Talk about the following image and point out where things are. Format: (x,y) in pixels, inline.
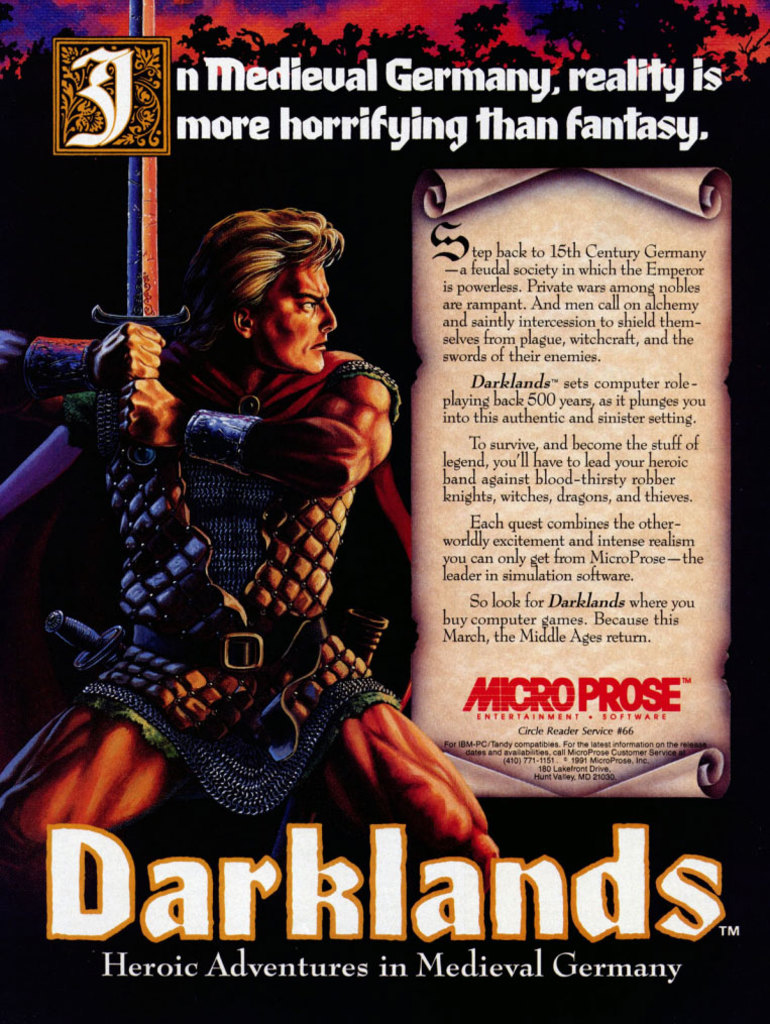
In this image I can see the pamphlet (527,424). In the pamphlet (438,548) I can see the person (167,612) with the costume (121,515) and the weapon (138,316). To the side I can see the text (538,864). In the background (455,94) I can see trees (316,65), cloud (361,18) and the sky (184,10).
